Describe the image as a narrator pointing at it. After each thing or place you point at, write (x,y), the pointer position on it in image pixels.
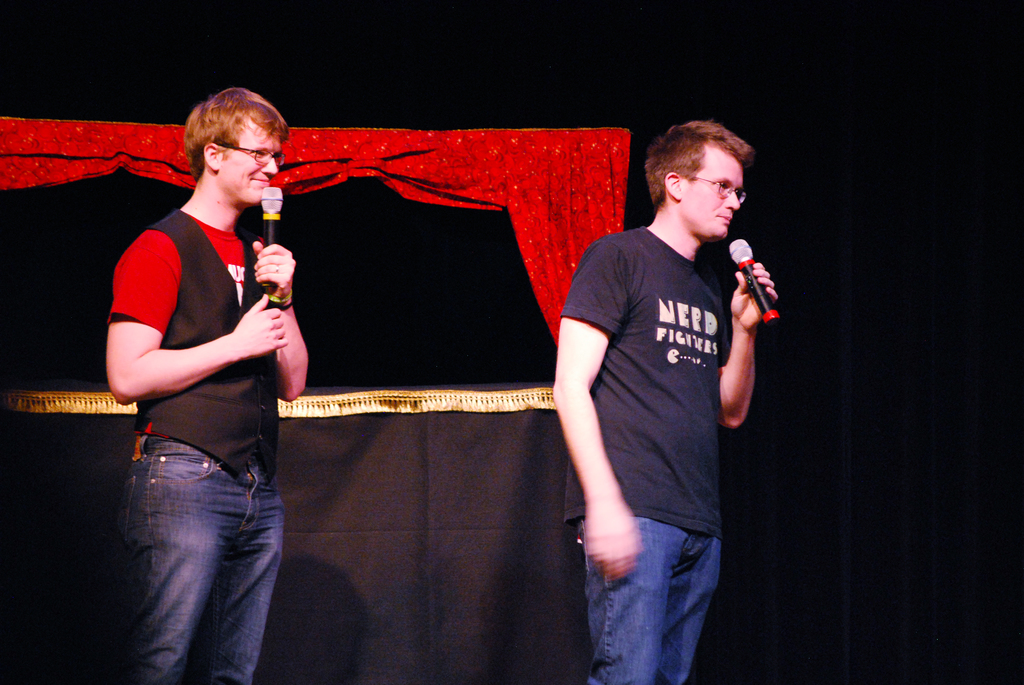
In this image there are two persons (170,520) holding a mic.
